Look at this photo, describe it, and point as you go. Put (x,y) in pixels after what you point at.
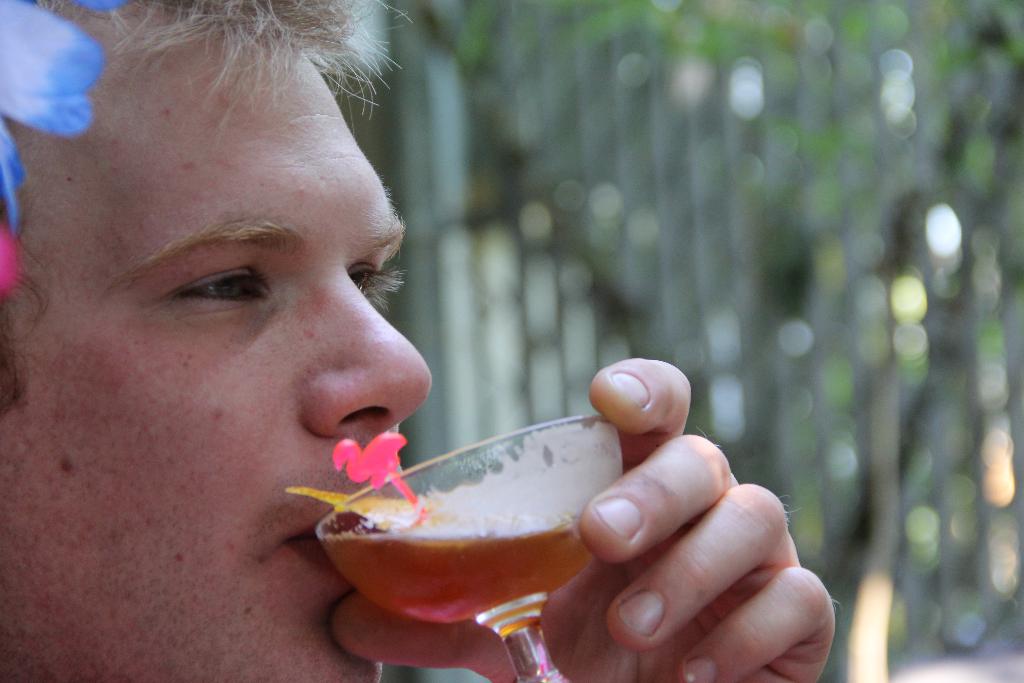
This image consists of a man (327,570) drinking a cocktail (509,574). In the background (789,218), there are trees (858,548).
